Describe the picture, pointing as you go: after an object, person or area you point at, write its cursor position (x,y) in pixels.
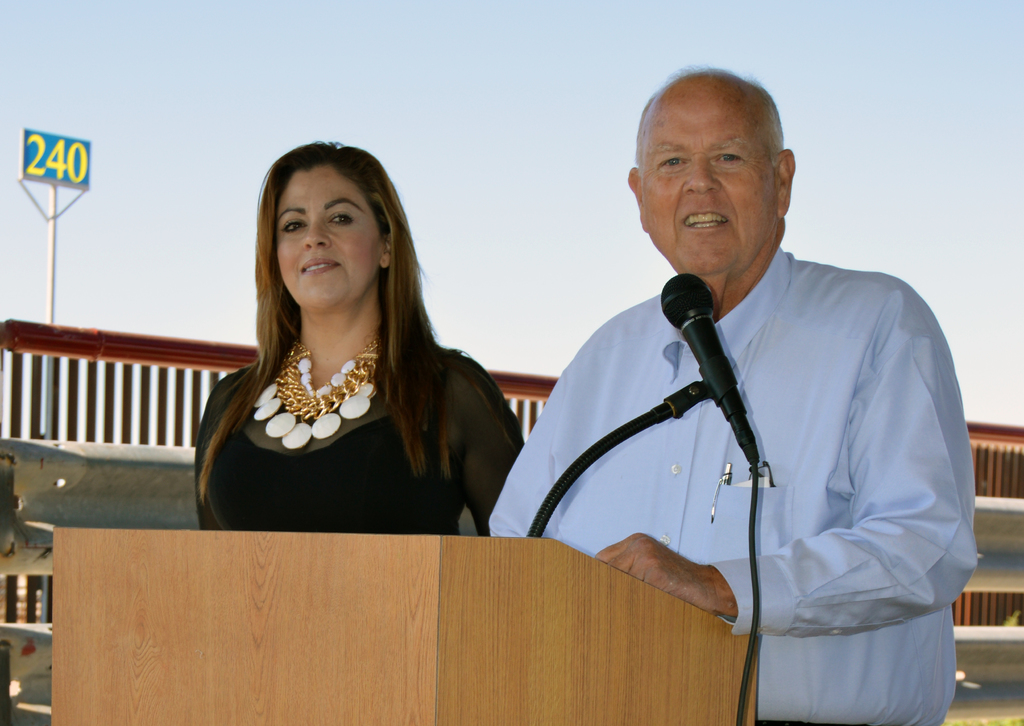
In this picture we can see a man (628,344) and a woman (273,348) smiling and in front of them we can see a mic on the podium (448,643) and at the back of them we can see a pole (48,312), number board (43,180) and some objects (70,395) and in the background (357,79) we can see the sky (356,132).
